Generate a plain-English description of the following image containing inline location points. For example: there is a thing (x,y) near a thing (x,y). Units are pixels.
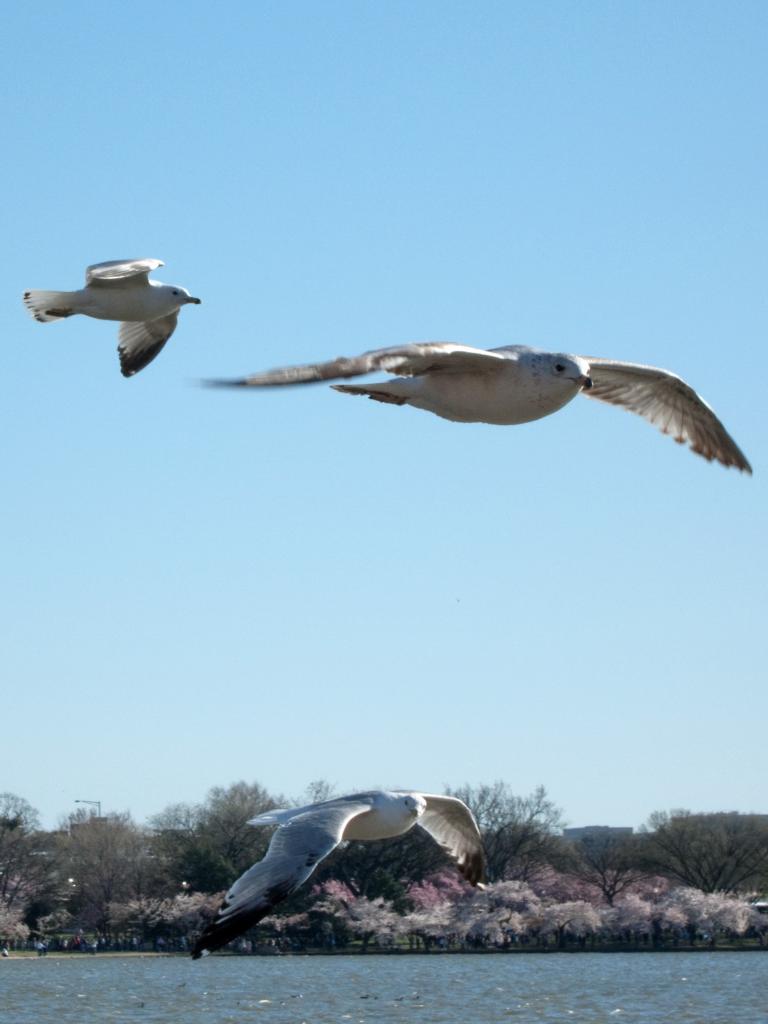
This image consists of birds (464,389) in white color are flying in the air (54,345). At the bottom (456,971), there is water (495,966). In the background (446,892), we can see buildings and trees (633,848). At the top (353,204), there is sky (387,181).
